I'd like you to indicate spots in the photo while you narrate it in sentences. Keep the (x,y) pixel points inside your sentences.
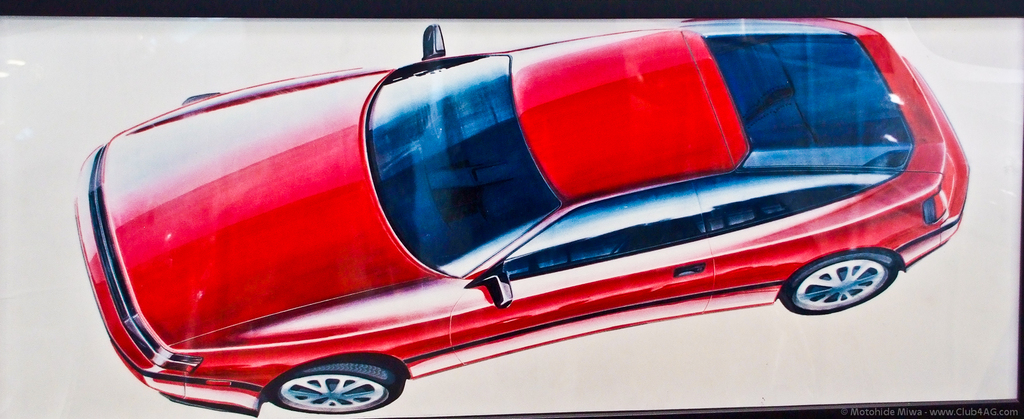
In this image we can see there is a poster (449,231). On the poster (410,258) there is a car (347,258).
